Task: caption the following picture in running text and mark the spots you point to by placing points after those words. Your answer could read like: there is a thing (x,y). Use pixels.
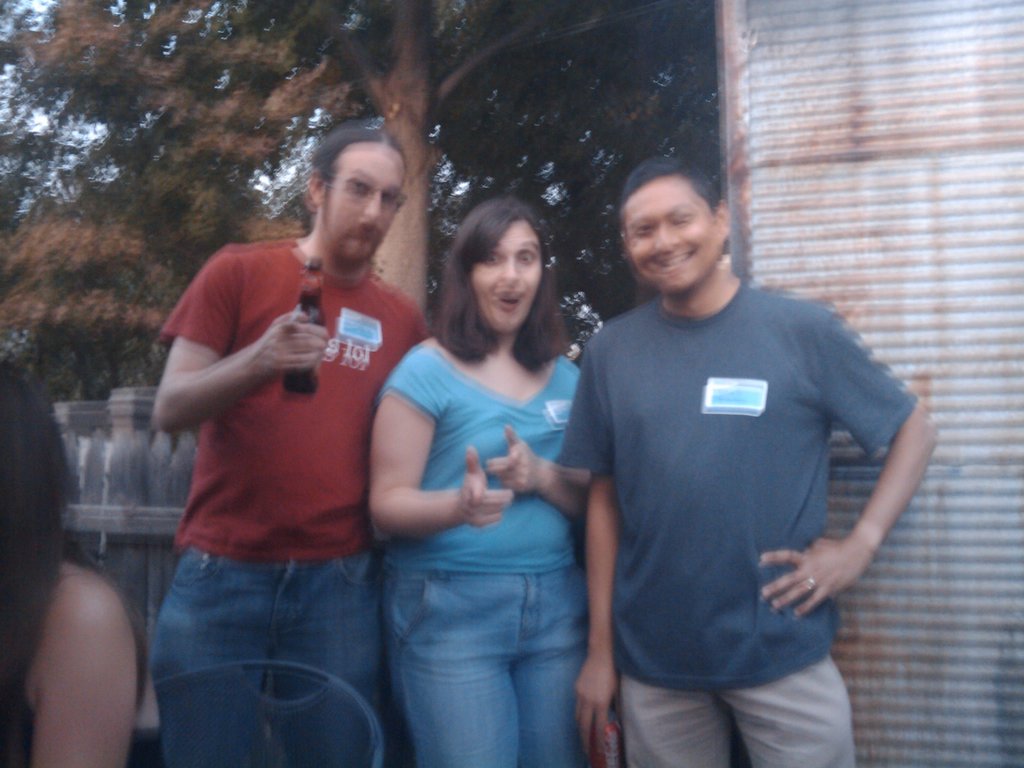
This picture is blur, in this picture there are three people (321,430) standing, among them there is a man (355,216) holding a bottle (306,374). In the bottom left side of the image (144,674) there is a person (54,601) sitting on a chair (287,710). In the background of the image (264,229) we can see iron sheet (988,241), trees (180,240) and sky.
